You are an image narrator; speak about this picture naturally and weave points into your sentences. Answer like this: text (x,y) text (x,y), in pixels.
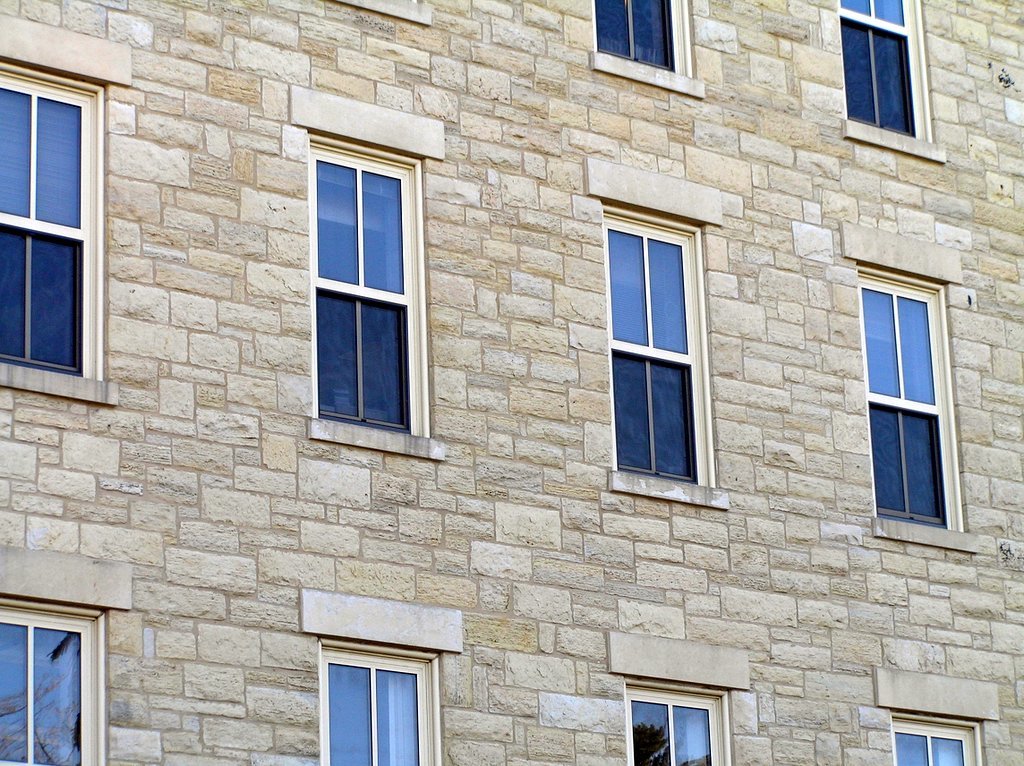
In this image there is a wall (467,368) to which there are so many windows (334,271). There are glass windows (627,343) to the wall (596,407).
